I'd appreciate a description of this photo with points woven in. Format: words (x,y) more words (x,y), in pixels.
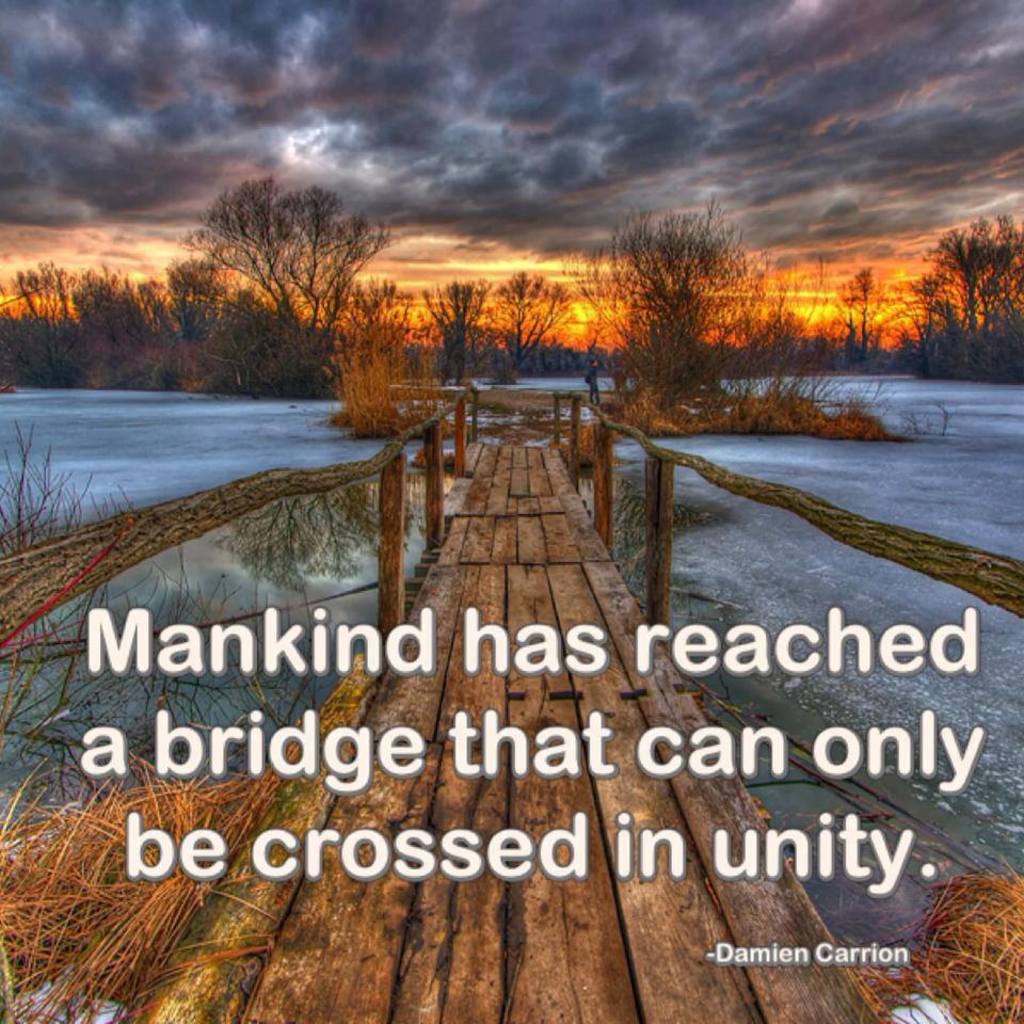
In the center of the image (394,478) there is a bridge (787,900). There is some text (780,955) at the bottom of the image (792,965). In the background of the image (303,277) there are trees (577,351). At the top of the image (478,31) there are clouds (171,169).
